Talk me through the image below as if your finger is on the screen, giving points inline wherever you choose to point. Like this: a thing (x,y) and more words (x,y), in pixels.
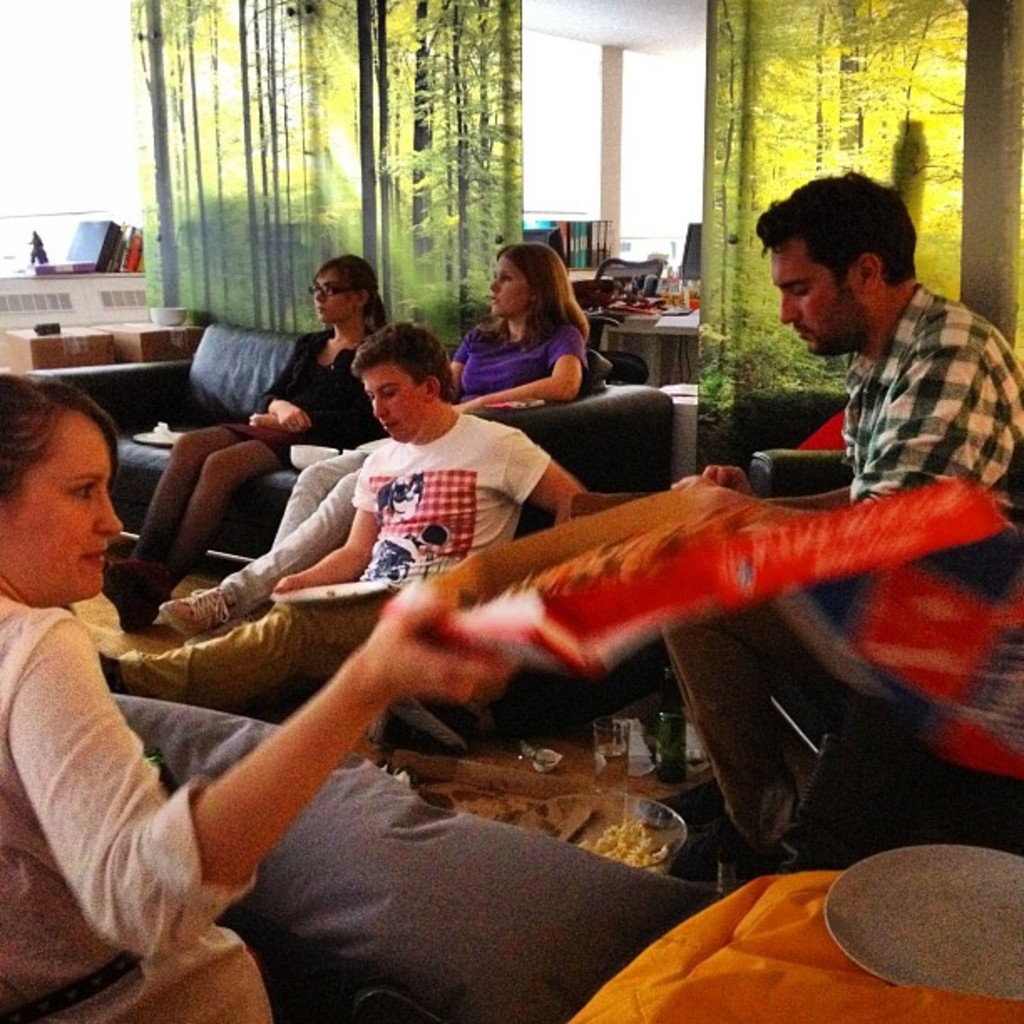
In this image we can see a group of people (415,504) are sitting on the sofa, in front (609,757) here is the glass (599,747), and wine bottle (658,726), there are the books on the table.
